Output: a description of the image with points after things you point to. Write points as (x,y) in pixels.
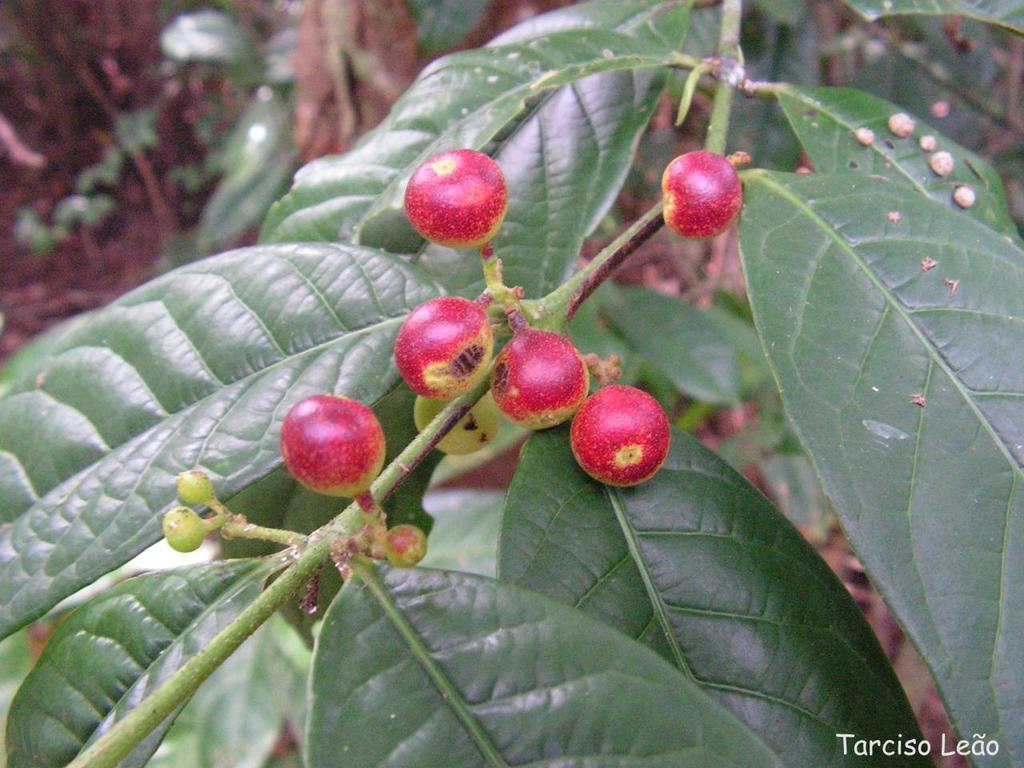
Here I can see red color fruits (441,378), green color leaves (619,552) and some buds (189,526) to a stem (269,590). On the top of the image (86,171) I can see the mud (72,254).
